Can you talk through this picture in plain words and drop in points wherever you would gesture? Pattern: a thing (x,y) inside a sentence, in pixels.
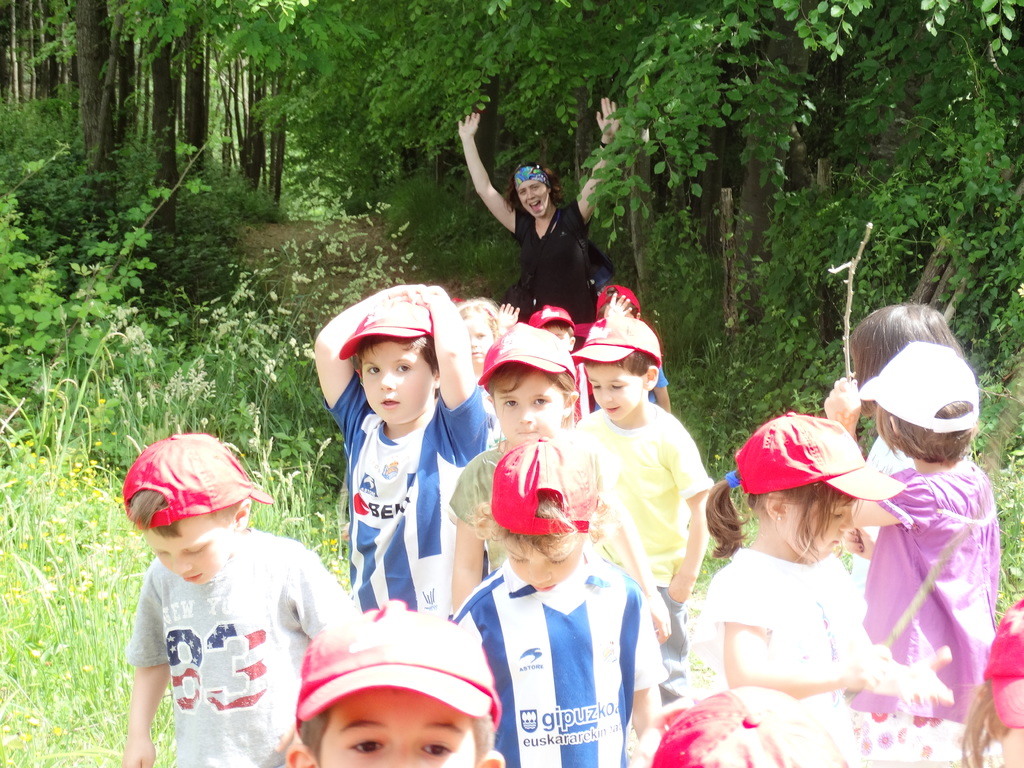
In this picture we can see there is a group of kids (495,501) and a person (546,269). Behind the people (464,405), there are trees (350,162) and grass (126,325).
